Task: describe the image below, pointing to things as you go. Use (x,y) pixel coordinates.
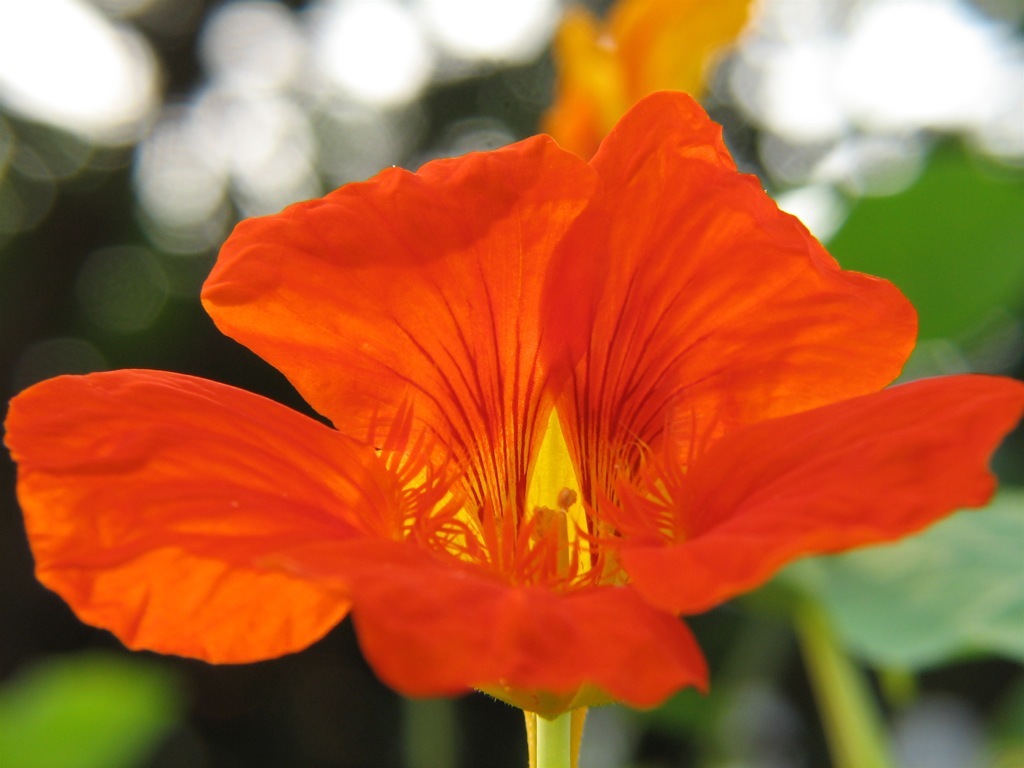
In front of the picture, we see the flower (611,456). This flower (566,440) is in orange and yellow color. In the background (914,234), it is in green, white and grey color. This picture is blurred in the background (216,121).
